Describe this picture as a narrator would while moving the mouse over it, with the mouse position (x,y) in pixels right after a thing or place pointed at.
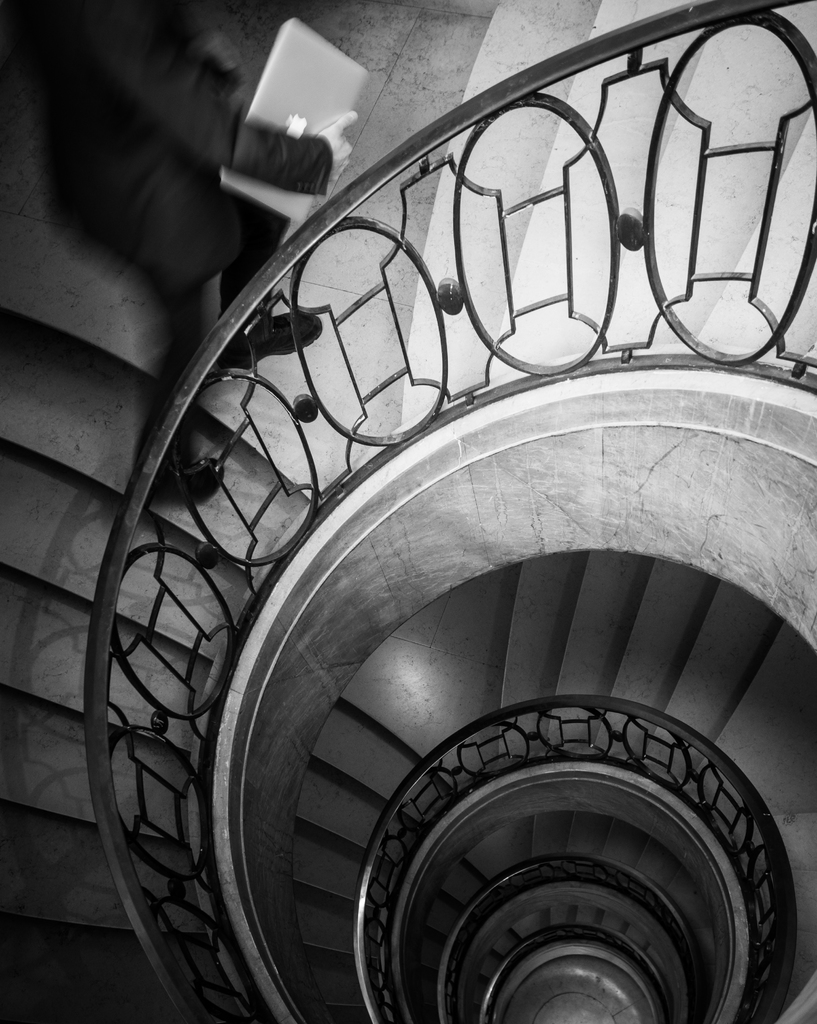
In this picture I can see the stairs (399,661) and I see the railing (537,202) and on the left top of this image (92,200) I see a person (192,123) who is holding a laptop (268,119) and I see that this is a black and white picture.
